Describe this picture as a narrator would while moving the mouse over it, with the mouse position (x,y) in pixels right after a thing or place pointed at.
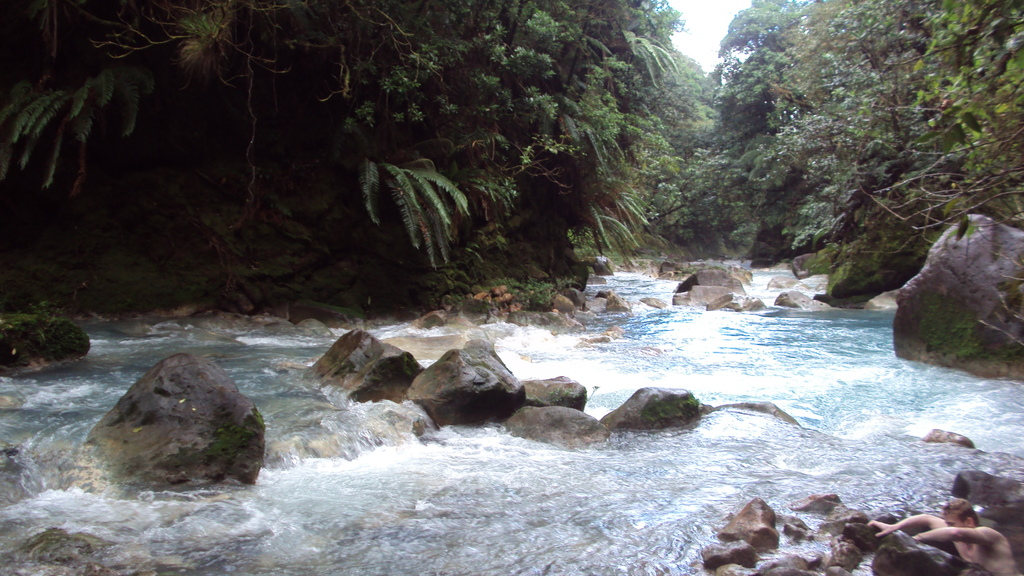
In this image I can see the water (607,376) and there are many rocks (543,380) in it. To the side of the water (747,356) I can see many trees (556,159) and there is a white sky (697,16) in the back (684,35).
